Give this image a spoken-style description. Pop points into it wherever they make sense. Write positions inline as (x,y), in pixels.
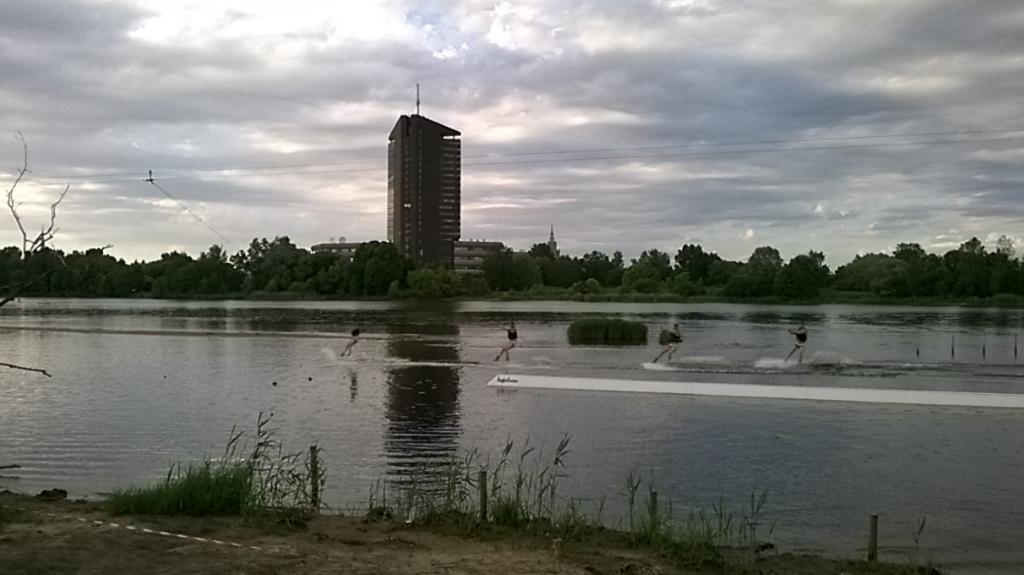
In the background of the image (413,203) there is a building (405,231). There are trees (658,287). There is water (417,374). At the bottom of the image (313,517) there is sand (510,559).
